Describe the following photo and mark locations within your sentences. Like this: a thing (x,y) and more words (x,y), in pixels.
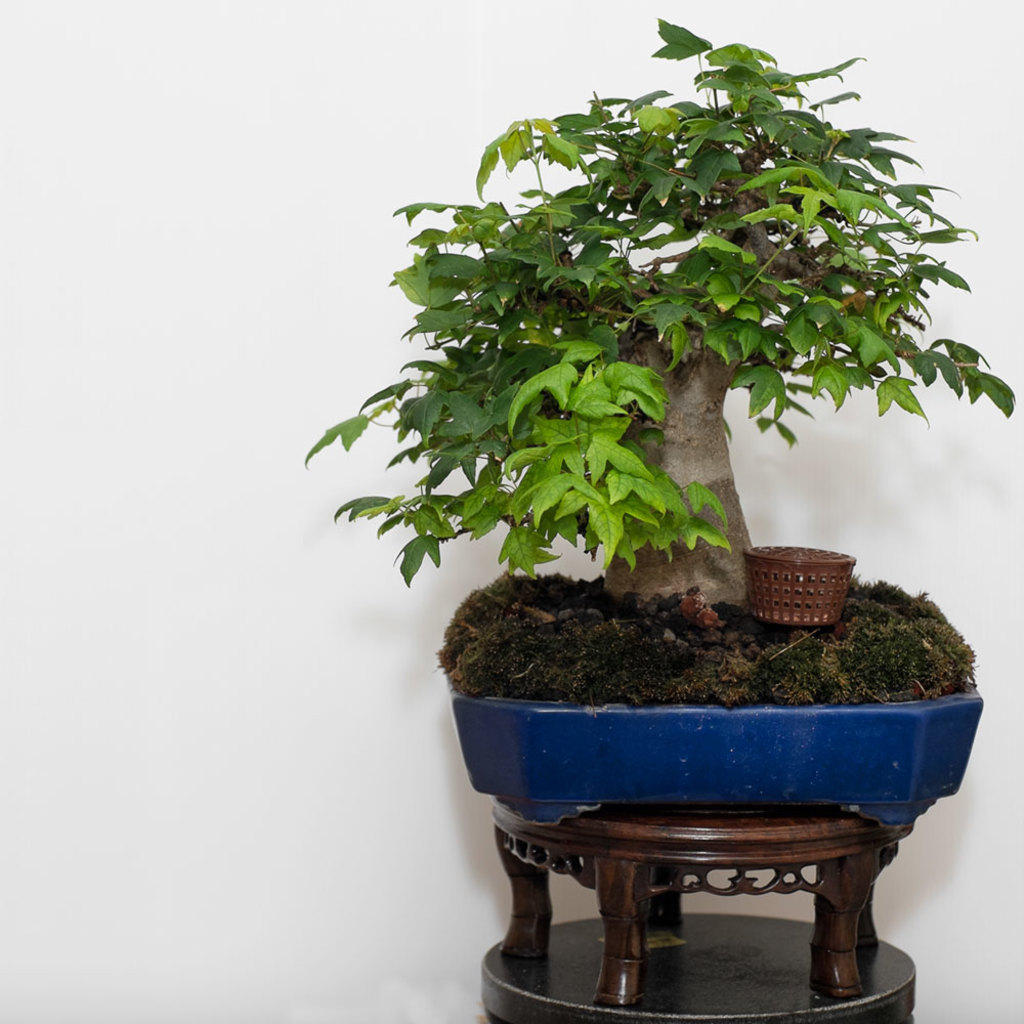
In this image we can see a pot (681,735) with a bonsai plant (654,532). And the pot (644,771) is on a stand (786,841). Near to the plant (721,589) there is a small box (790,549). In the background (195,555) there is a wall (221,730).
